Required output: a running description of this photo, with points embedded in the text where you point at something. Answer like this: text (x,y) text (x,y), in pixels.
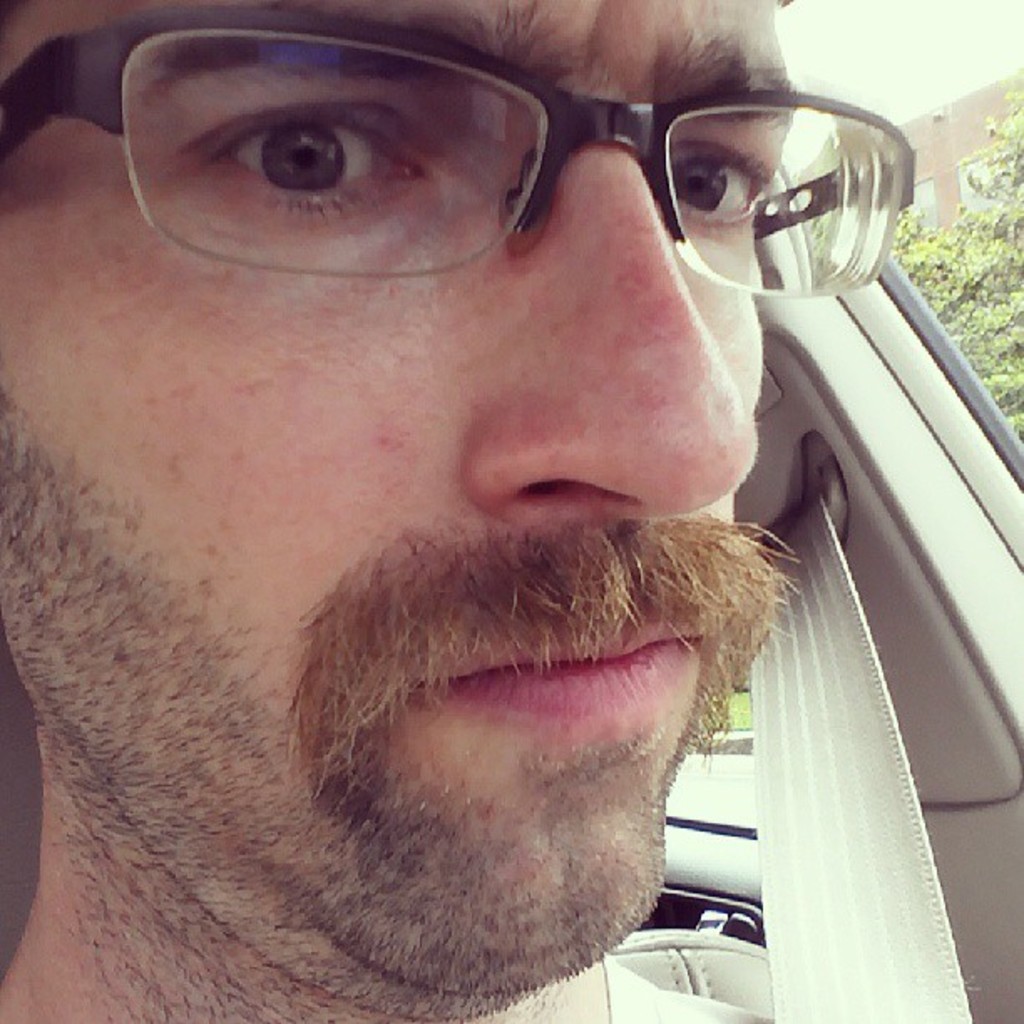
In this image I can see a person (372,621) wearing spectacles (318,218) is sitting in the car (696,851). I can see the car window (752,785) through which I can see few trees (939,237), a building (948,111) and the sky (949,97).
